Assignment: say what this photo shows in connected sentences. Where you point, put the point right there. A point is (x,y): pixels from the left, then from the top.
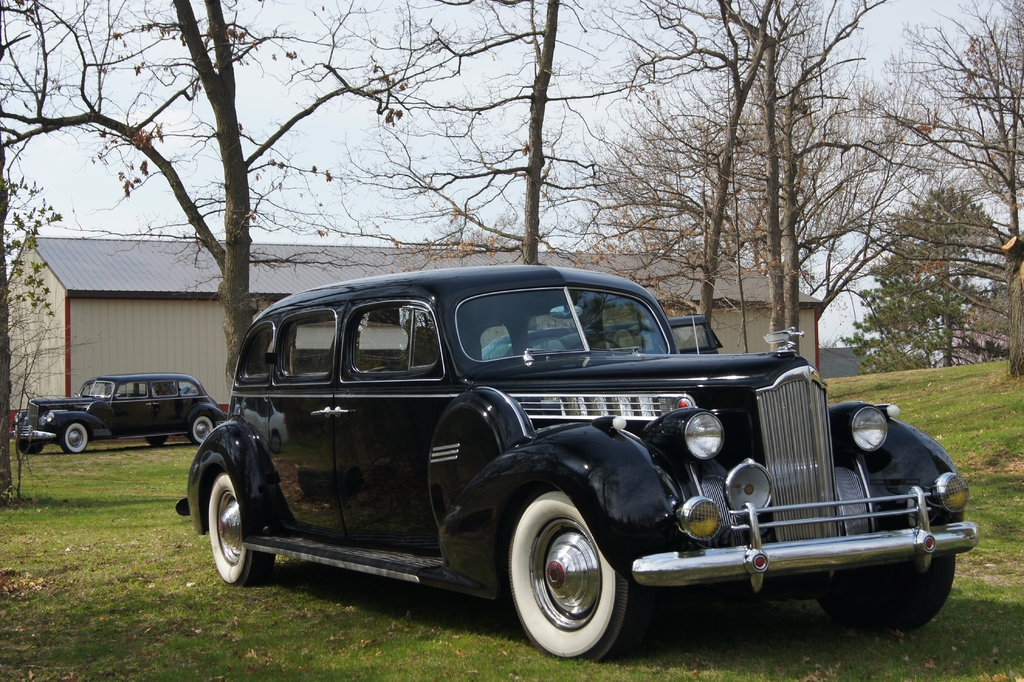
In this picture we can see vehicles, grass (173,479), trees (860,268) and shed (616,267). In the background of the image (497,57) we can see the sky (518,101).
